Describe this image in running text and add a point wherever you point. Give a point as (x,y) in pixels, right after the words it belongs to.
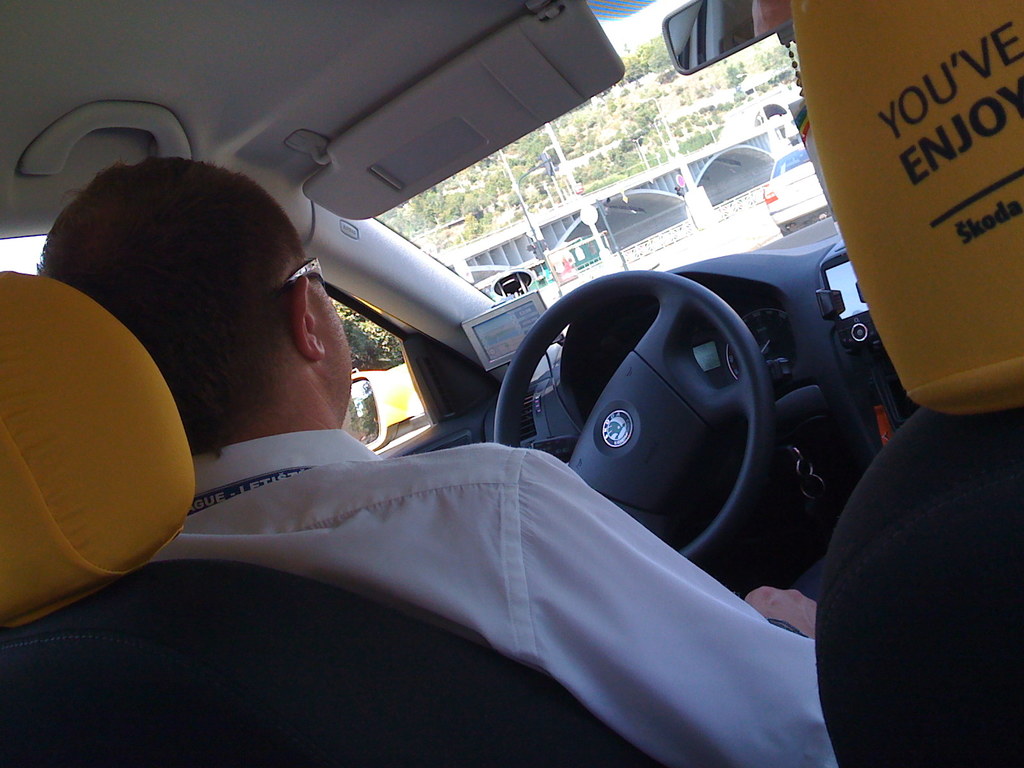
This picture is clicked inside the car (1000,614). On the left seat (366,649) of the car (621,758), we see a man (495,571) sitting on the seat (348,636) who is wearing white shirt (455,534). He is even wearing spectacles (321,268). From the glass (648,213) of the car (826,108), we can see the road (712,246) and we can even see trees (699,137) and bridge (483,260) on the road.
